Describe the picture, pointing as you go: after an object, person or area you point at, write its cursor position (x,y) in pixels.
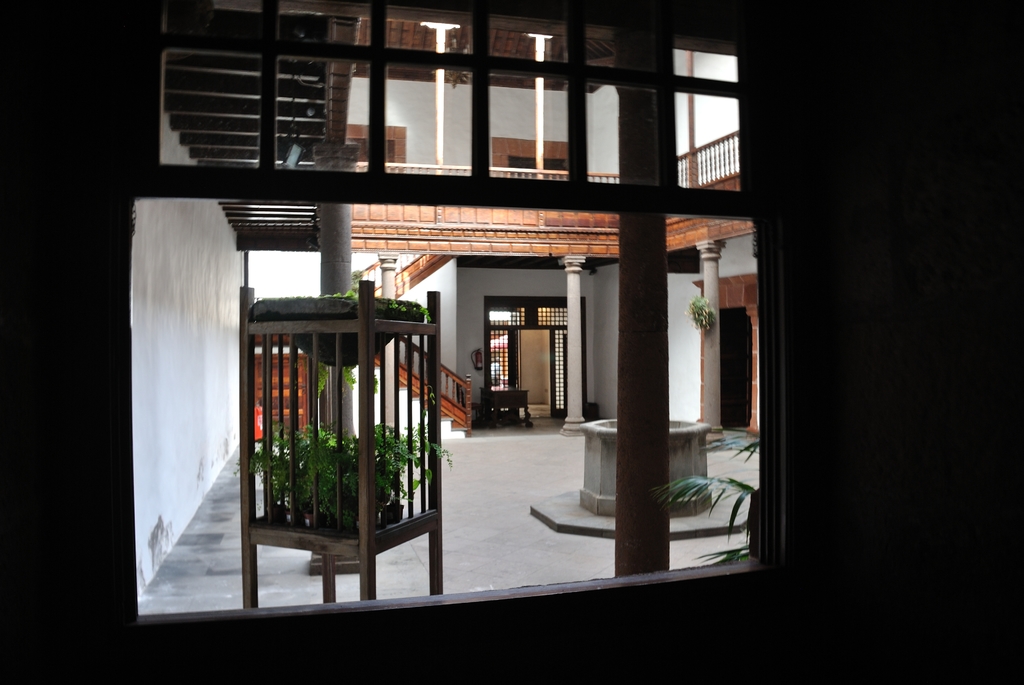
In this image, we can see an inside view of a roof house (233,76). There are pillars (649,255) in the middle of the image (657,293). There is a wooden cage (274,539) at the bottom of the image (333,490) contains some plants (319,485). There is a wall (193,312) on the left side of the image (172,448).
